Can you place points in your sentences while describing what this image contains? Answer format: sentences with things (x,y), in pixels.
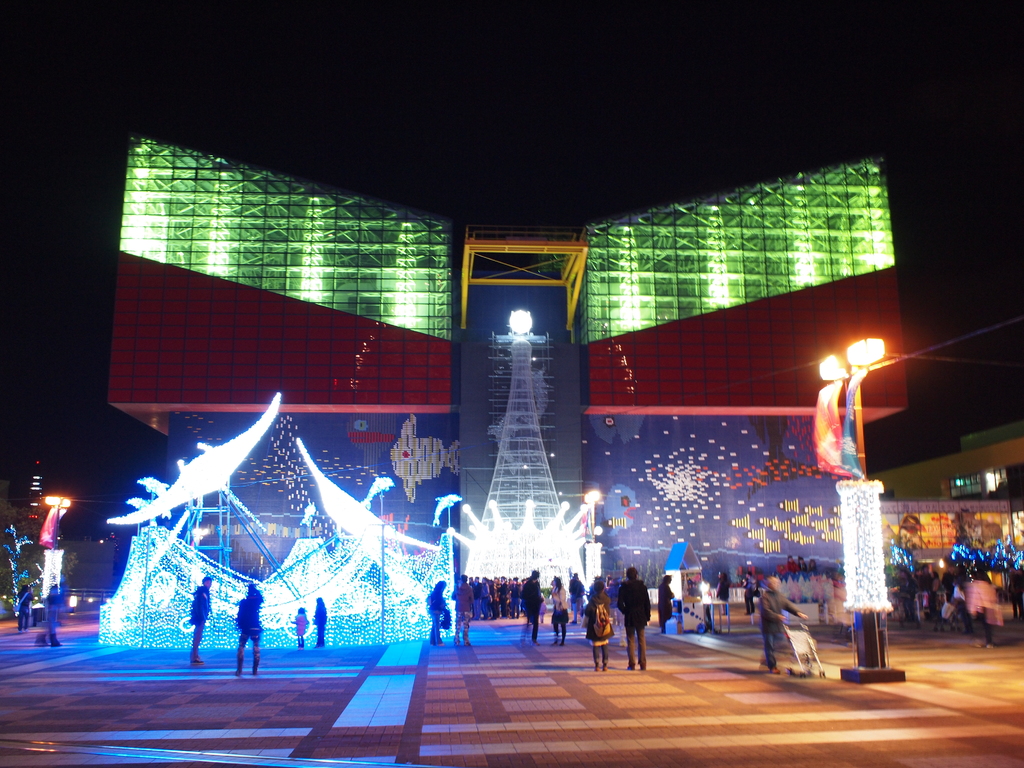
There are many people (566,582). In the front (817,414) there is a light pole (837,370) with some decorations (829,401). In the back (492,372) there are buildings (493,382) with light decorations (532,510).
